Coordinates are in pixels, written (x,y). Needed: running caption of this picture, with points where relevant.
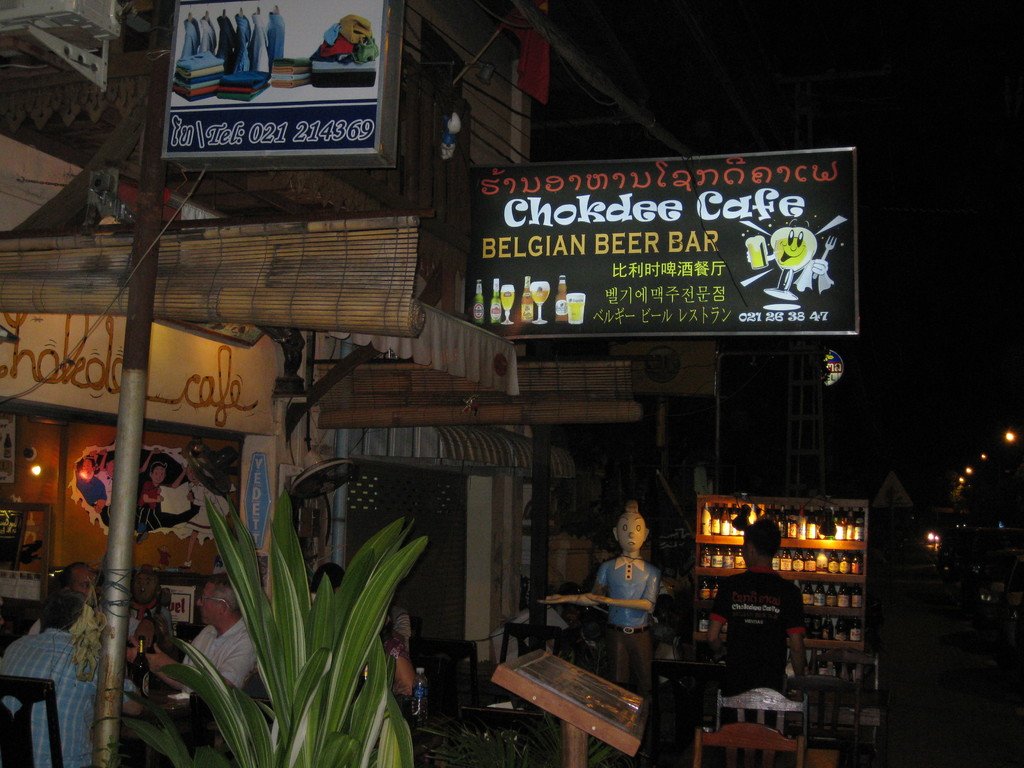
In this image we can see a restaurant (605,467) with boards (262,382) attached to it and some people (217,640) sitting in front of the restaurant (87,541), there is a plant (211,701), iron pole (113,709) with a board (332,88), there is a table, chair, a mannequin (621,649), a cupboard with bottles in it and a person (766,594) standing in front of the cupboard (764,497).
